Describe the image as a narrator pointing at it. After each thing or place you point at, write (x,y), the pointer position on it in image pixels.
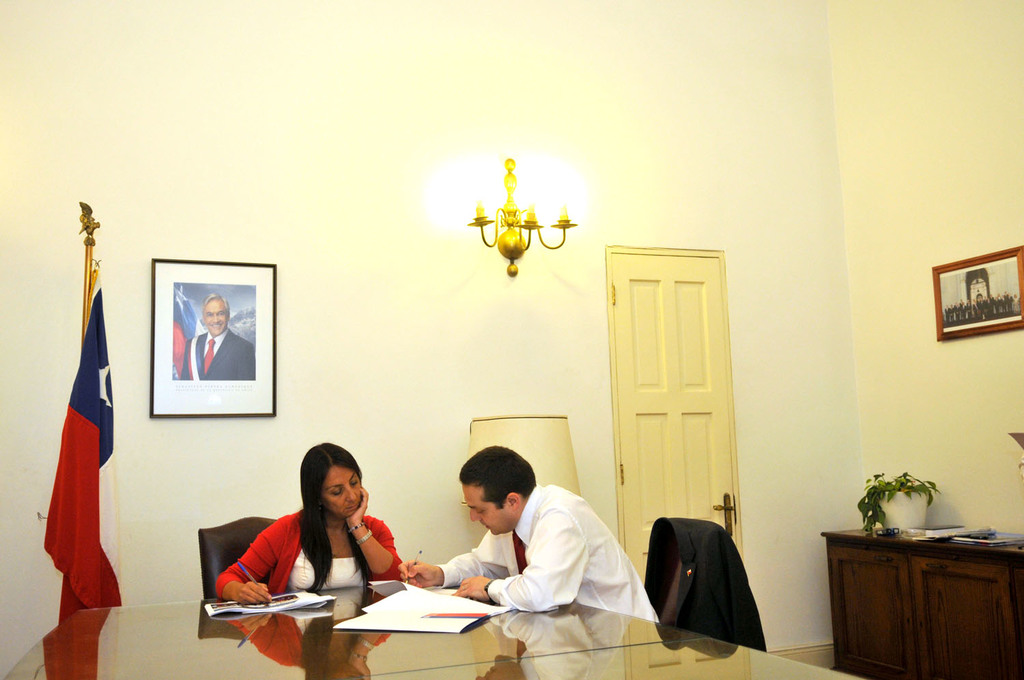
In center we can see two persons (436,579) were sitting on the chair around the table (423,649). On table (471,652) we can see papers (413,618), book (291,602), pen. Coming to back we can see photo frame (239,372), flag (101,440), lamp (542,451), cupboard (938,590), plant (886,489), door (640,514), light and wall (595,161).
